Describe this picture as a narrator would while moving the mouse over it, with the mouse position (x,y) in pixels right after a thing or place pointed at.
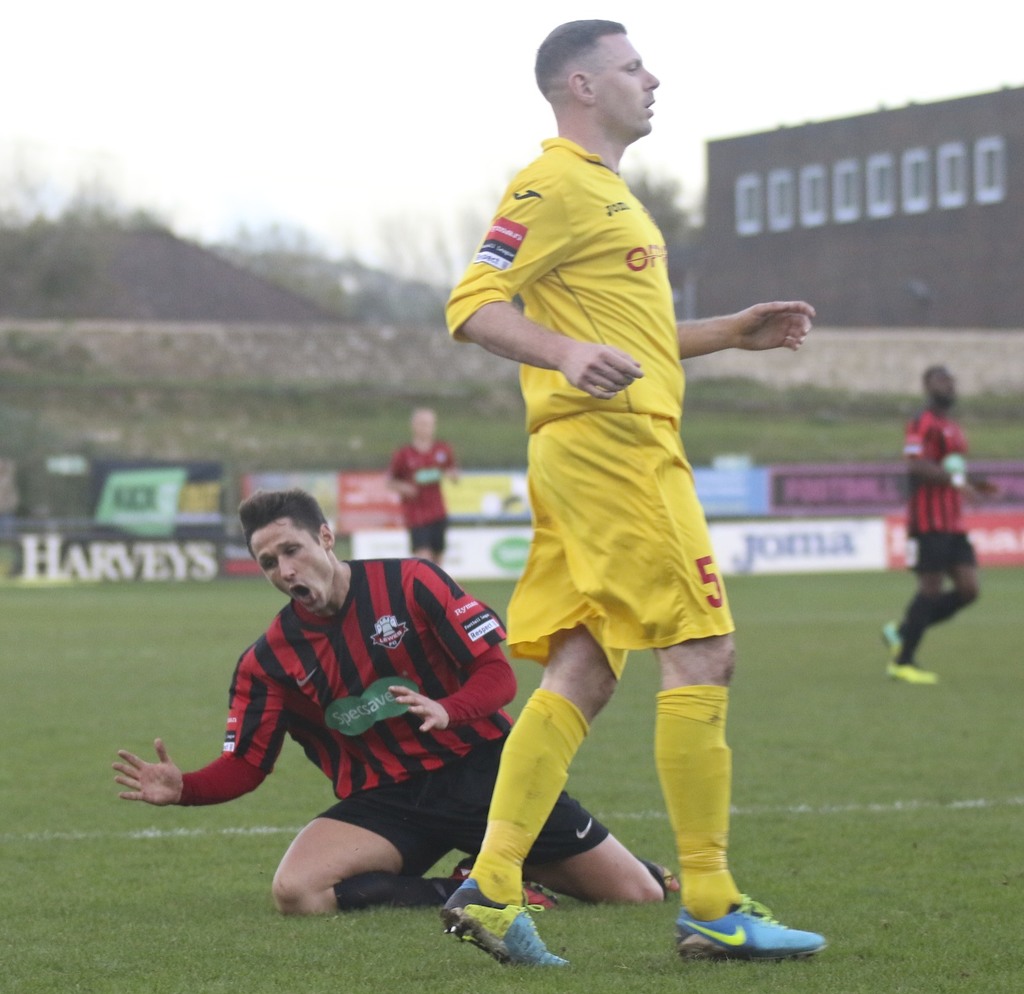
This is a playing ground (873,605). Here I can see a man (592,422) wearing yellow color t-shirt (593,311), short (597,577) and facing towards the right side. At the back of this person (587,537) another man (372,662) is wearing red color t-shirt (382,643), short (398,822) and sitting on the knees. At the bottom of the image (129,942) I can see the grass (155,911) in green color. In the background (931,492) I can see two more men (921,493) are running. In the background (796,498) I can see some boards (776,490), wall (132,341) and a building (847,189). On the top of the image (312,130) I can see the sky (182,90).
